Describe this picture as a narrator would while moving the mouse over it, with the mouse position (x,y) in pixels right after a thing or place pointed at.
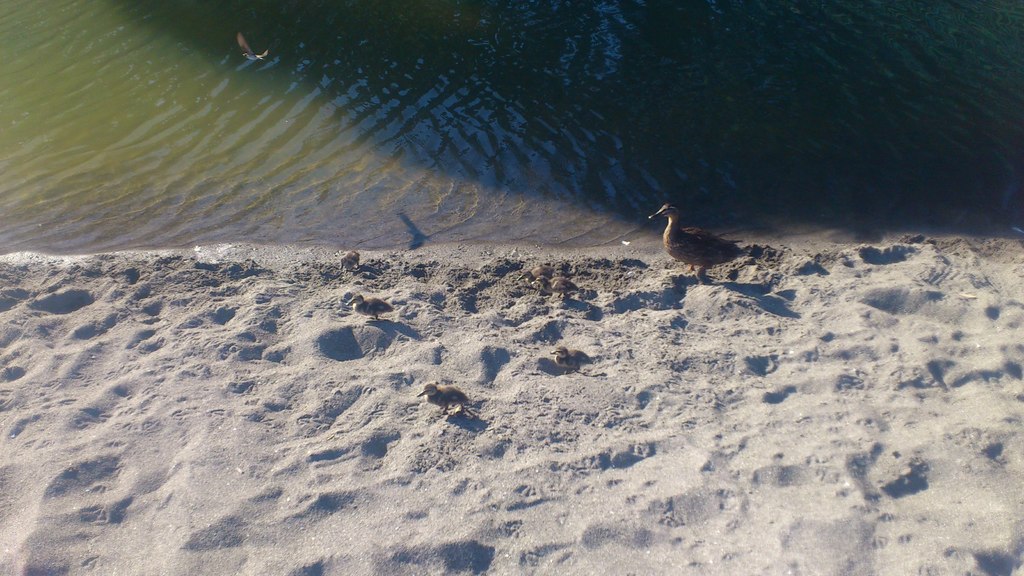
In this image I can see soil (703,470), water (375,136) and birds (249,48).
